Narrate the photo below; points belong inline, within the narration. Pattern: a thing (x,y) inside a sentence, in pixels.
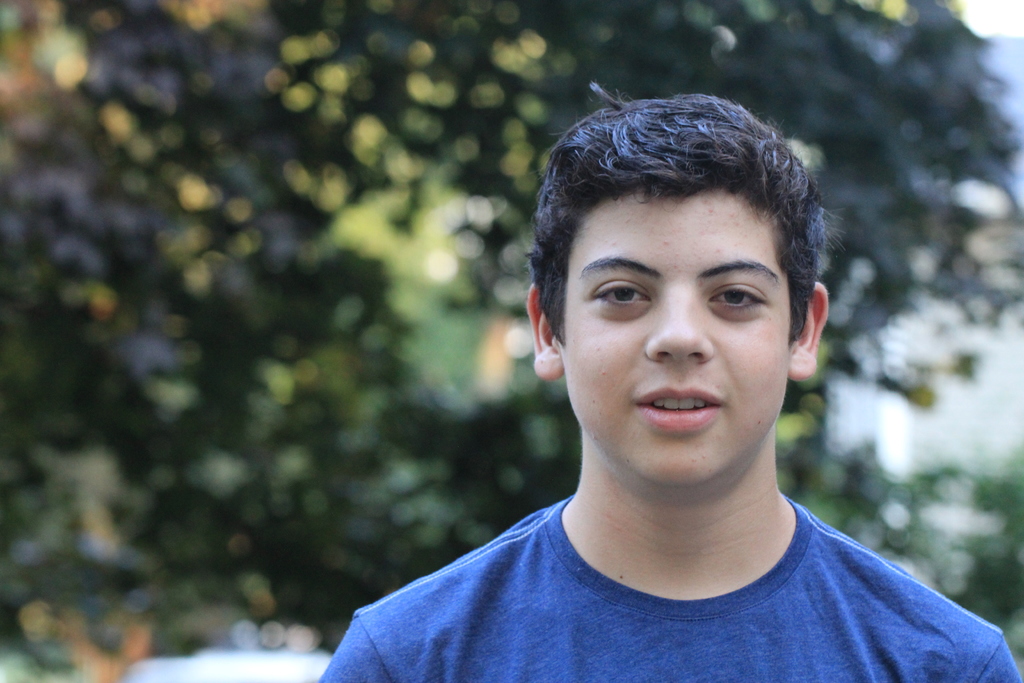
In the foreground (641,360) there is a kid (656,429). In the background (258,201) there is greenery (266,298).
